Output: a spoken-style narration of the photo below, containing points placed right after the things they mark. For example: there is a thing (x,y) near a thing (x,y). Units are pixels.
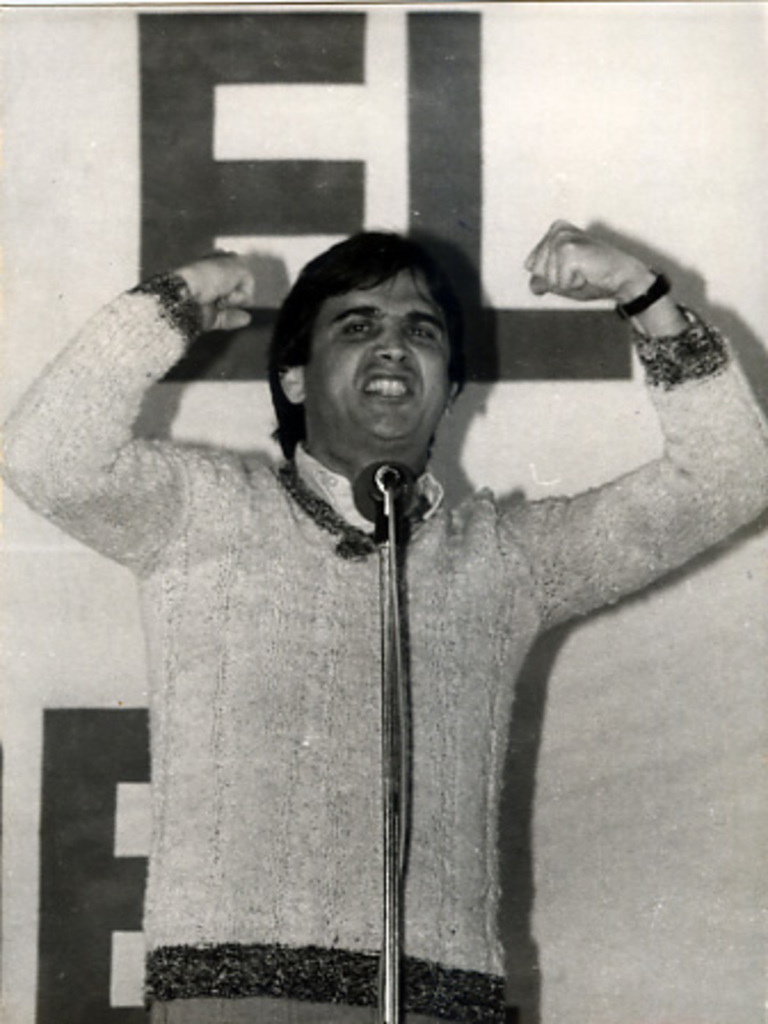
In this picture there is a person (365,348) standing. In the foreground (387,508) there is a microphone (374,507). At the back (283,203) there is a hoarding (362,115) and there is a text (318,69) on the hoarding (391,60).
